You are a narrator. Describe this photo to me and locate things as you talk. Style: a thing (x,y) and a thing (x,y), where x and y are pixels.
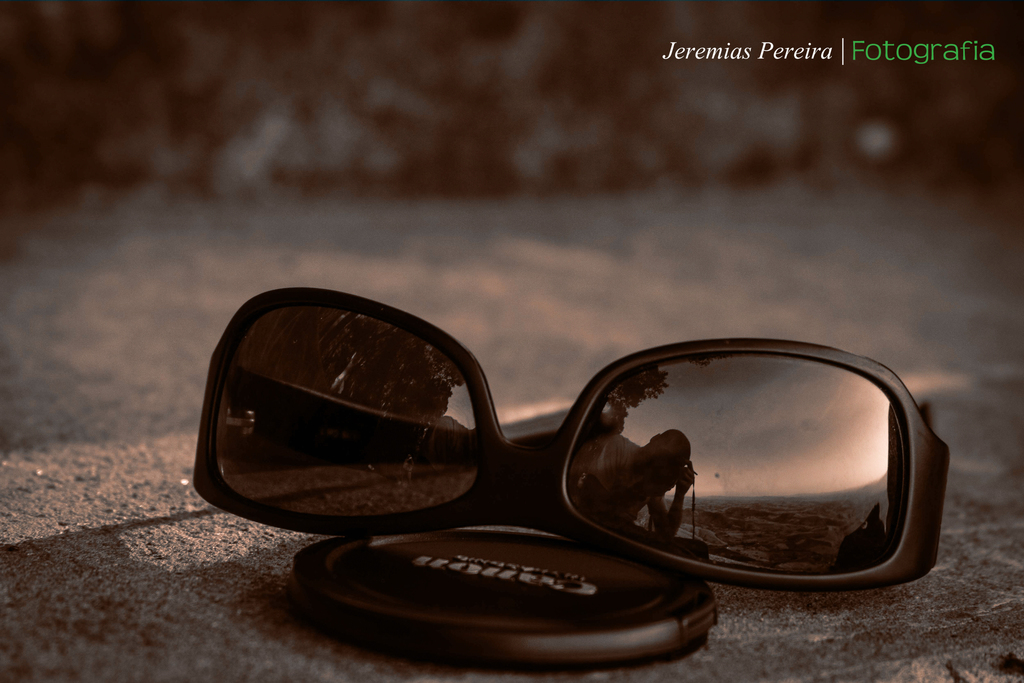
In the foreground of the image (285,349) there are sunglasses (424,504). There is a lens cap (324,543) on the floor (217,662).
